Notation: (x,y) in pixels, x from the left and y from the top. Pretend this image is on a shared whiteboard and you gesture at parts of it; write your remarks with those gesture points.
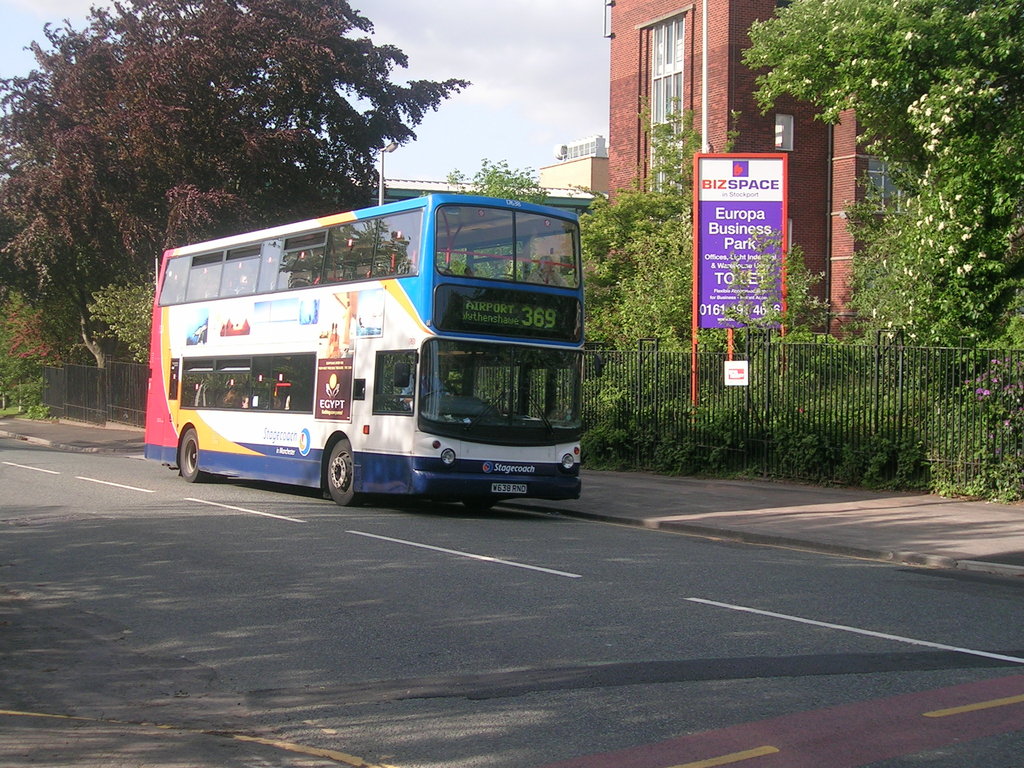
In this image there is a bus (418,448) on the road (757,616). Behind the bus (414,426) there is a metal fence (680,400). There is a board (705,280). In the background of the image (213,95) there are trees (477,185), buildings (641,120) and sky (539,56).
